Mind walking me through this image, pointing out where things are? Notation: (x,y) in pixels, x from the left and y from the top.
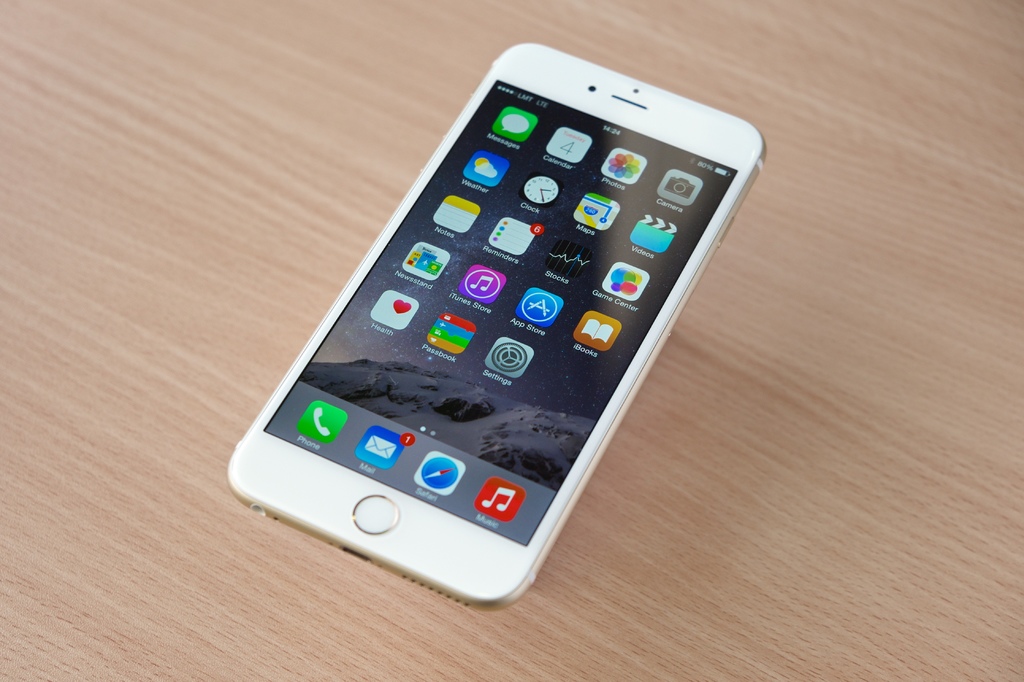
In this picture we can see a wooden surface (303,184). On a wooden surface (876,325) we can see a mobile (636,129). We can see the display of applications (554,117).
